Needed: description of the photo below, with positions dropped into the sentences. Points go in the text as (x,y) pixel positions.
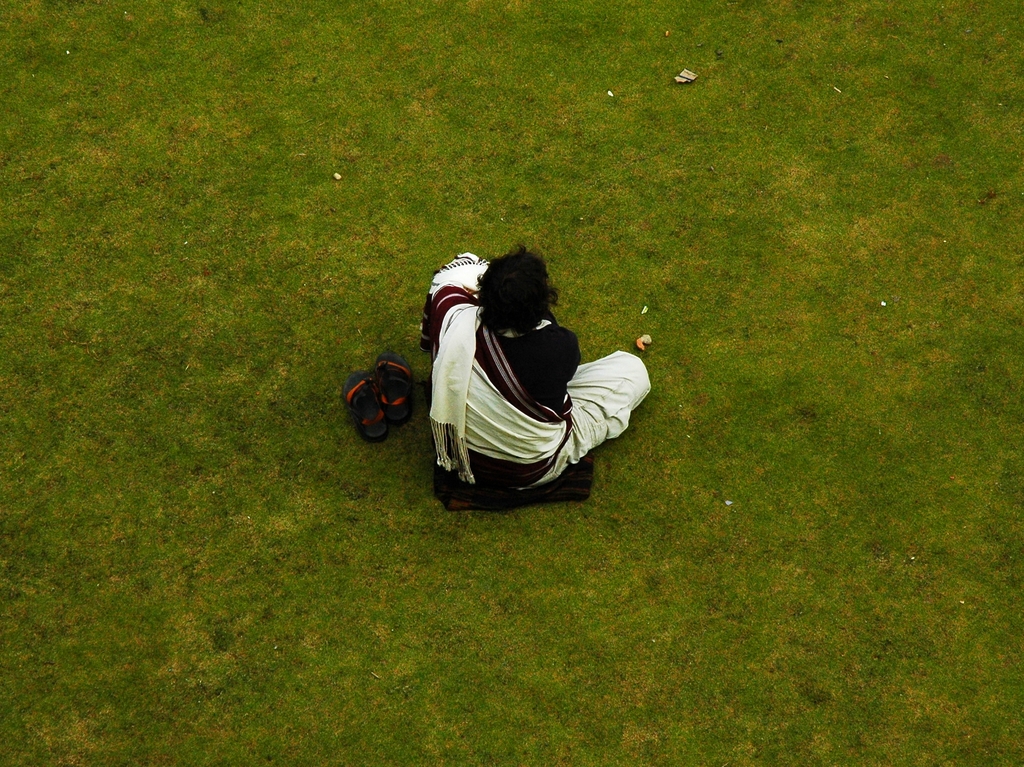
There is a person (519,404) sitting on cloth (489,483), beside him we can see footwear (358,382) on the grass (448,24).
